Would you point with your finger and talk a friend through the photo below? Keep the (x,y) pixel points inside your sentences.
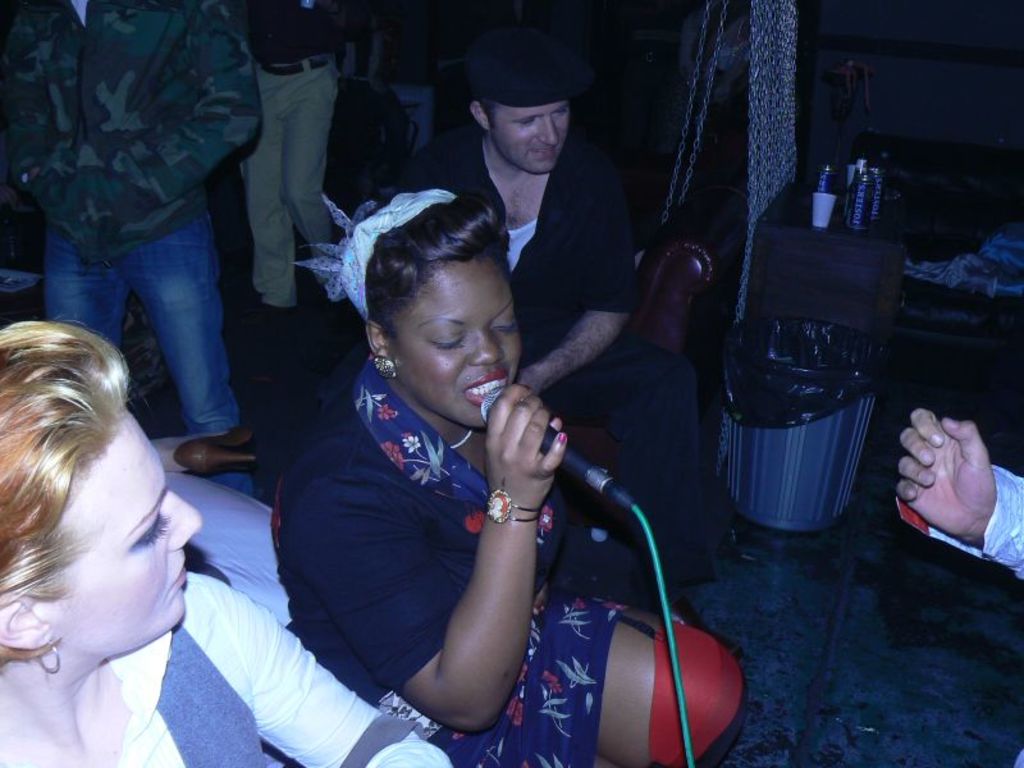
In this picture I can see number of people (66,531) in which this woman (373,447) who is in middle of this picture (458,376) is holding a mic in her hand (547,466) and on the right of this image (806,245) I see a table (823,232) on which there are few things (873,179) and I see that it is a bit dark in the background (961,86).
